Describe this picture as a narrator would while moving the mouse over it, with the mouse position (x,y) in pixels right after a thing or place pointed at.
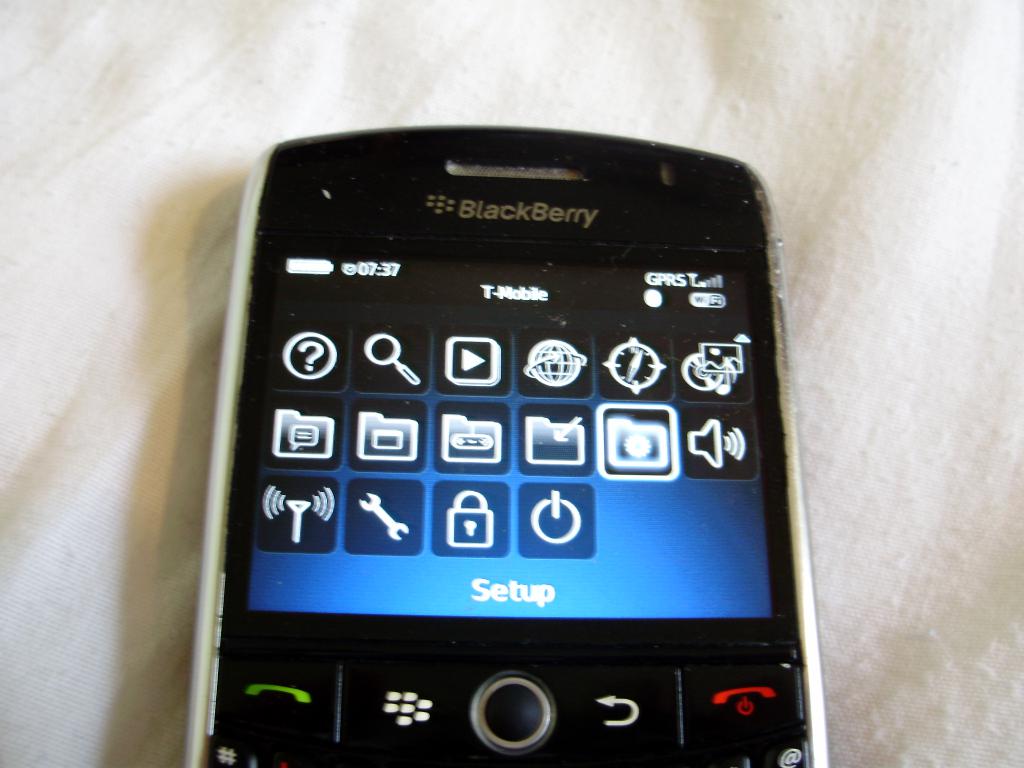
In this image, we can see a blackberry mobile phone (791,501) on the white surface (989,300).
